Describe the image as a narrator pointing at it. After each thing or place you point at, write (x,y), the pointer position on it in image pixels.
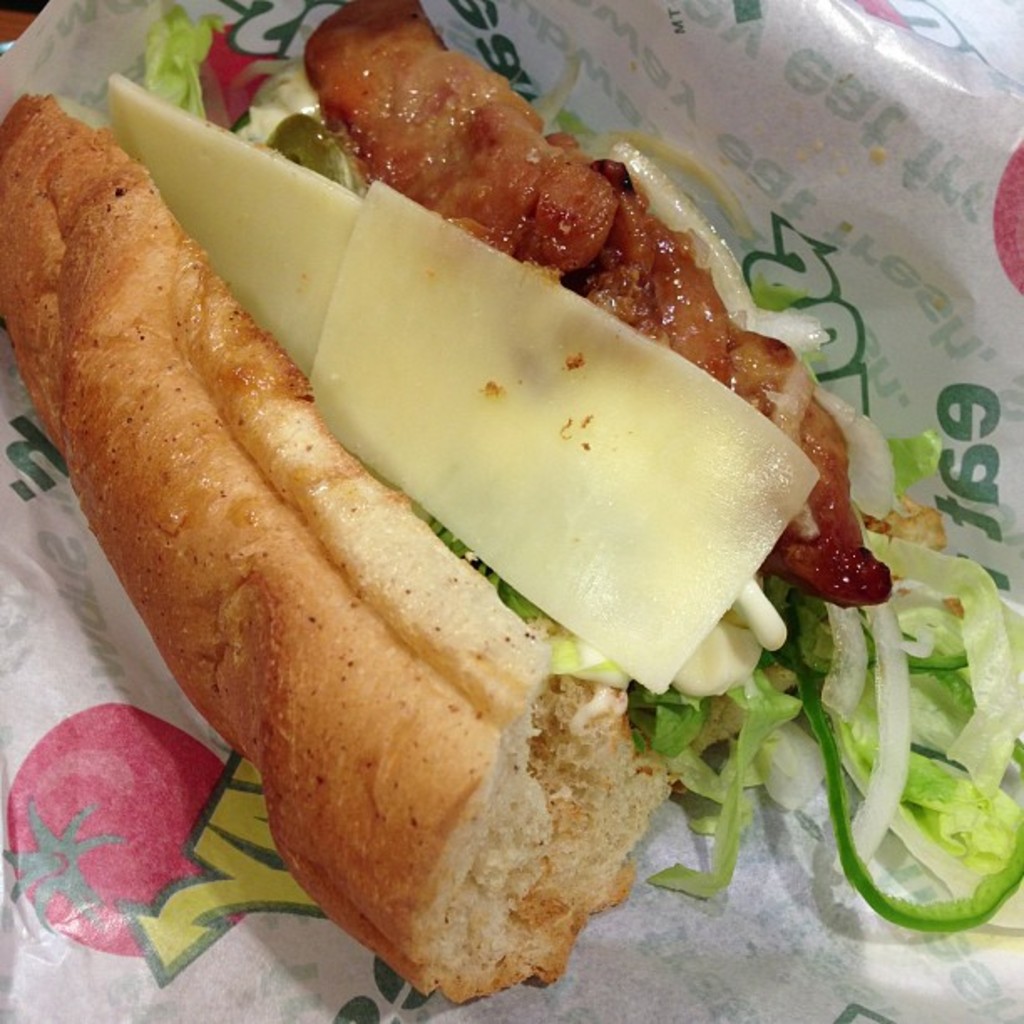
In this picture, we see the food item (709,417) and a tissue paper (838,888).
